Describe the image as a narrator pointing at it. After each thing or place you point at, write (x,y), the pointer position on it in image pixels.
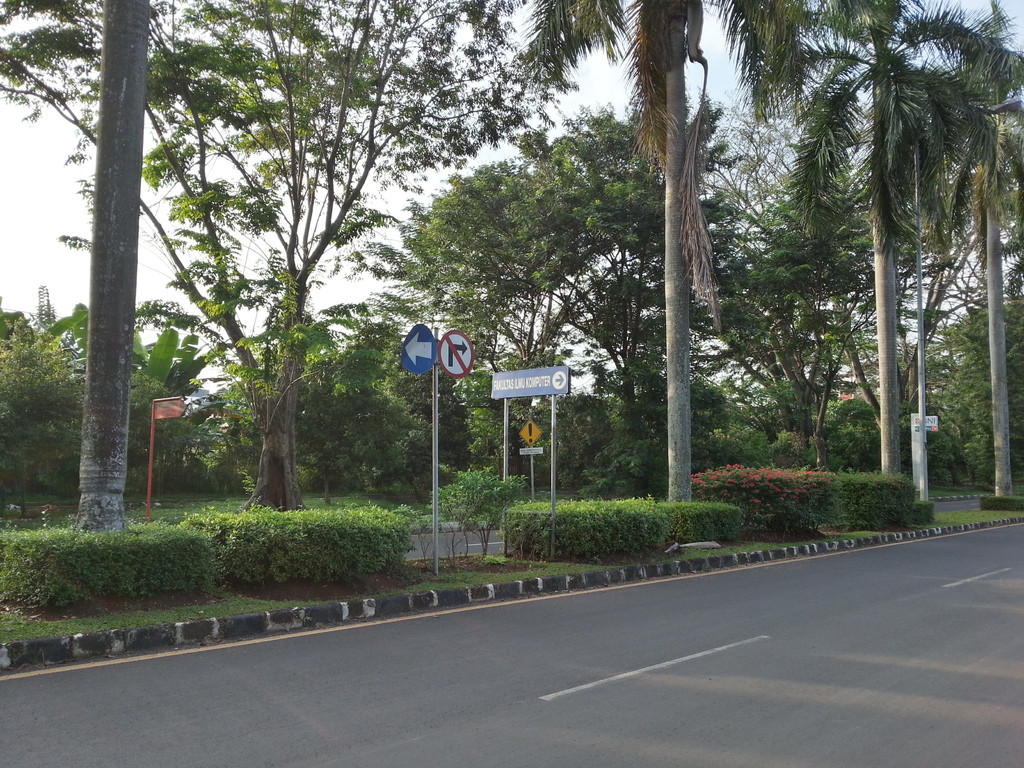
In this picture we can see a road (424,670). Behind the road (417,641), there are bushes (358,557), trees (296,101), a street light (919,290) and there are boards (451,367) attached to the poles (434,440). Behind the trees (617,230) there is the sky (492,77).
